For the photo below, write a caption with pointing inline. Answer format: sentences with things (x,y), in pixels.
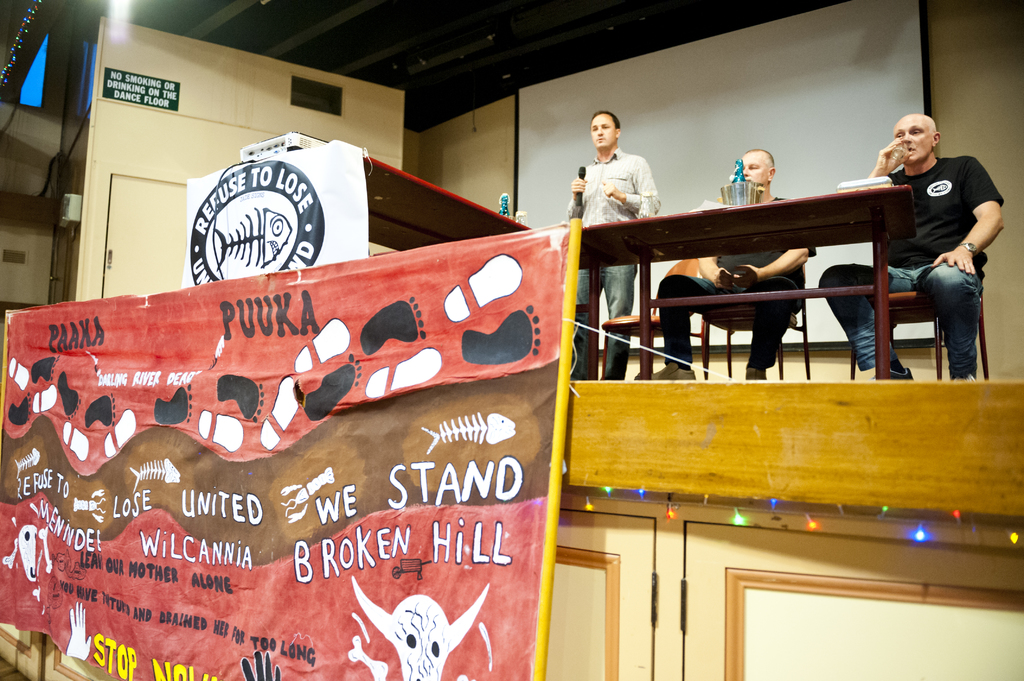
In the image there are three person (791,256), a man (636,203) is standing in front of a table (627,239), i think he is speaking something, other two men (781,286) are sitting on chair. I think this is an auditorium (567,456). There is a banner (323,472) in the left (237,540) on that banner (247,447) there is text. In the background (677,169) there is a projector screen (780,77).
